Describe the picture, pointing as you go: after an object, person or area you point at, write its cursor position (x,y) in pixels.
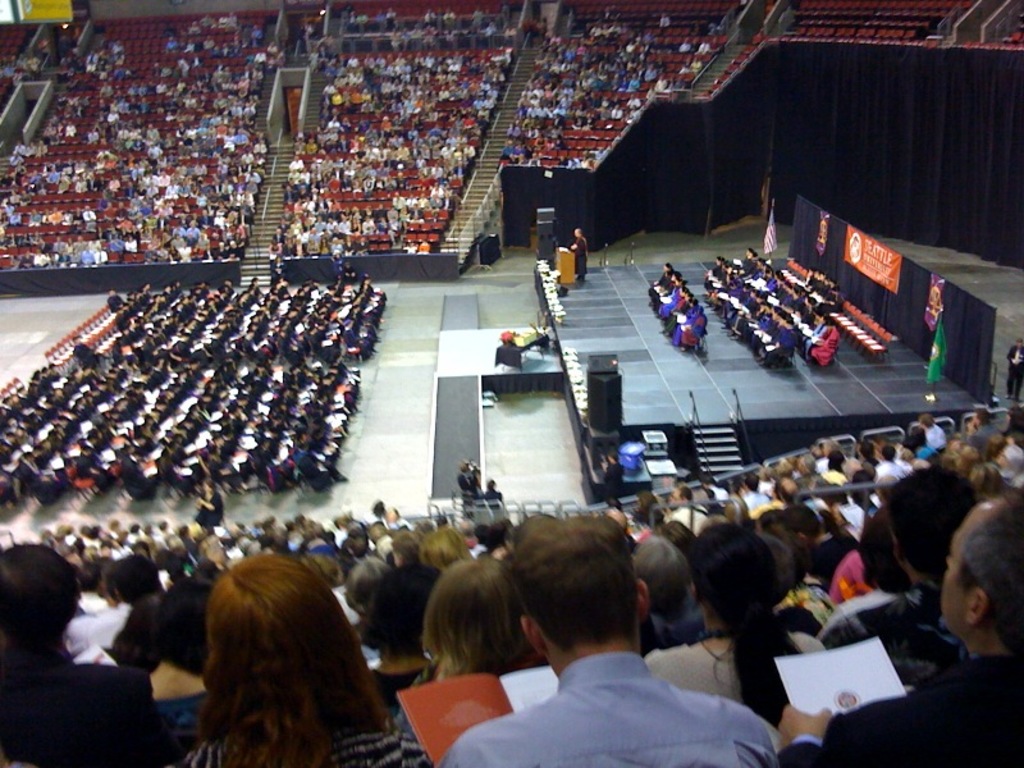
In this image we can see the inside view of the auditorium (523,242). There are a few people (768,290) sitting on the stage (736,375) and there is the other person (585,253) standing in front of the podium (562,263). And there are a few people (157,367) sitting on the chairs (267,369) and holding a paper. And at the back (878,263) there are curtains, flags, banners (885,282) and table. On the table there are flowers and boxes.
